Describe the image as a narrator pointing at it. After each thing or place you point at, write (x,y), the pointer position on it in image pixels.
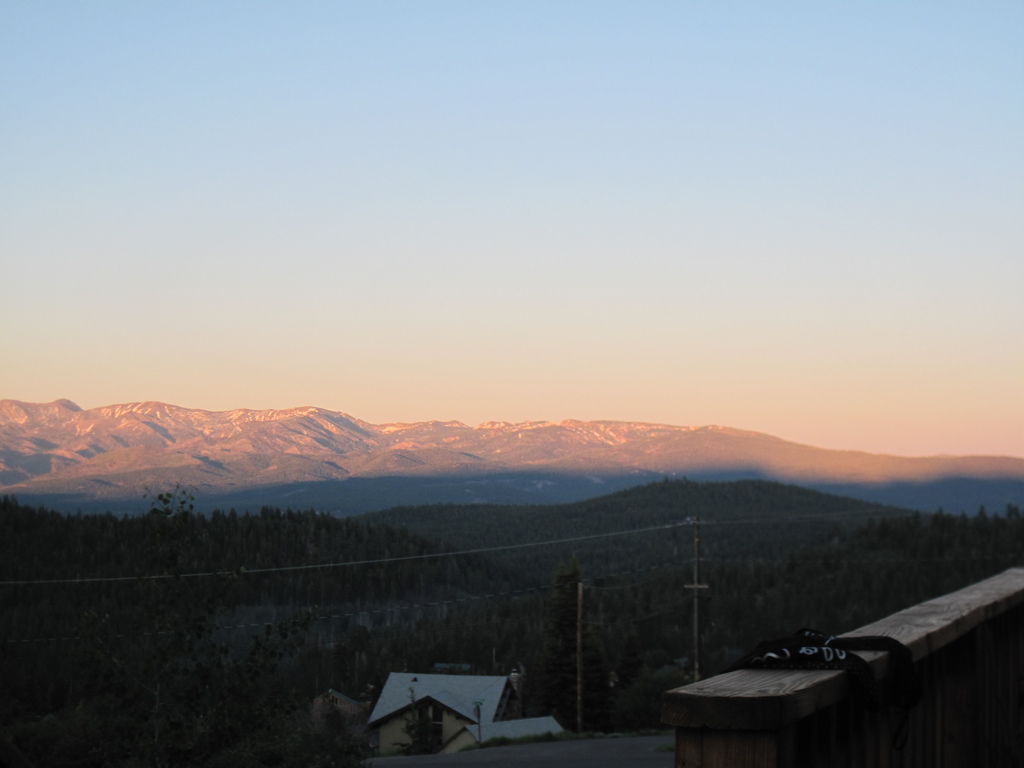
In this image at the bottom (948,639) there is a house (395,707), poles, wires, wall (829,677). On the wall (959,633) there is some cloth (825,642), and in the background (786,507) there are some trees (154,589) and mountains (893,497). At the top (432,141) there is sky (508,230).
